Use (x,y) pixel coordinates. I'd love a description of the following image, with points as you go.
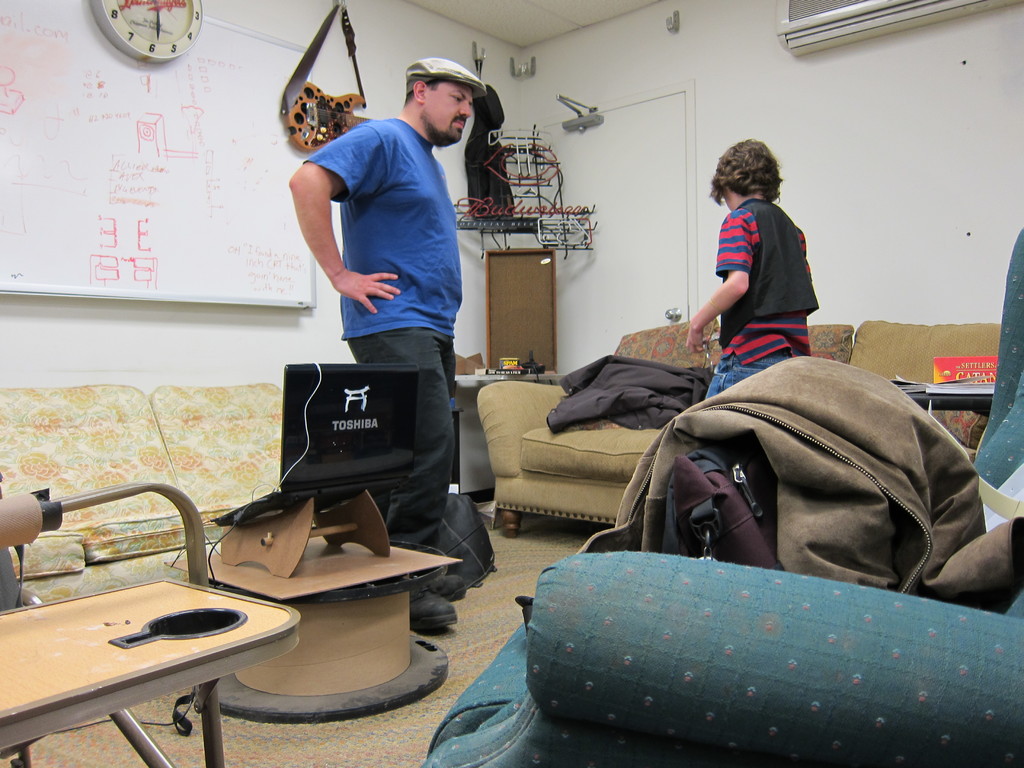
There are two members (415,269) in this room (383,338). There are some sofa sets (78,477) on which some clothes (804,528) were placed. There is a laptop (318,472) in front of a sofa (197,485) on the table (326,601). There is a wall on which a clock (168,37) and guitar (329,124) were hanged.
